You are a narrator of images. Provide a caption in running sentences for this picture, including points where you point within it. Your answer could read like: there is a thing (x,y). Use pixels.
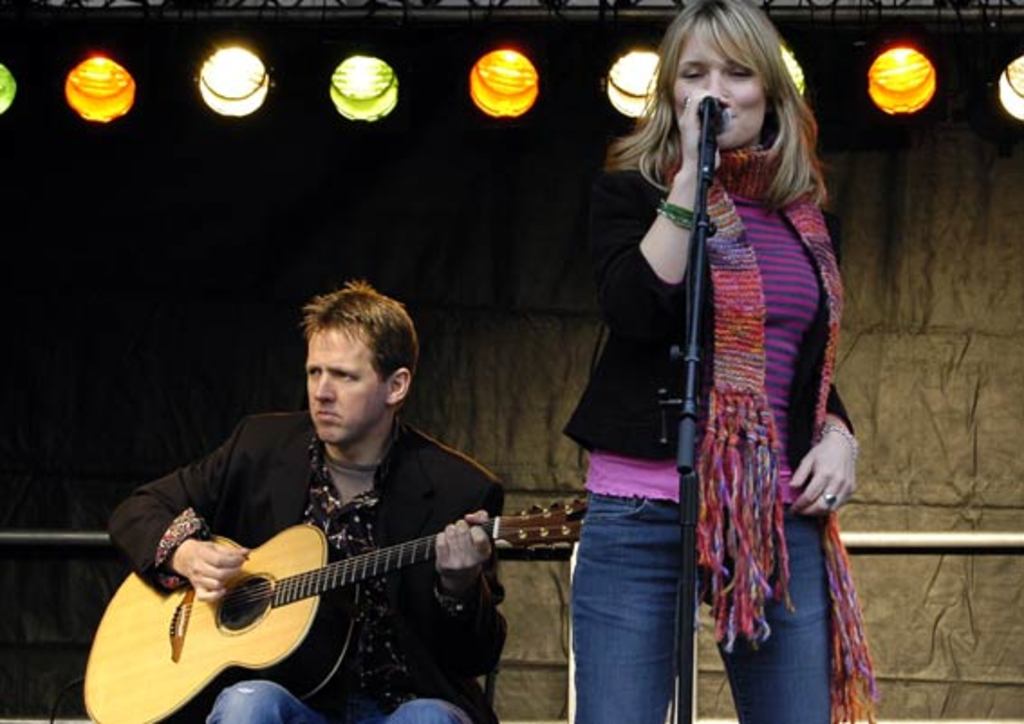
In the image we can see there is a man (364,507) who is sitting and holding guitar (150,615) in his hand (207,588) and beside him there is a woman (755,300) who is standing.
